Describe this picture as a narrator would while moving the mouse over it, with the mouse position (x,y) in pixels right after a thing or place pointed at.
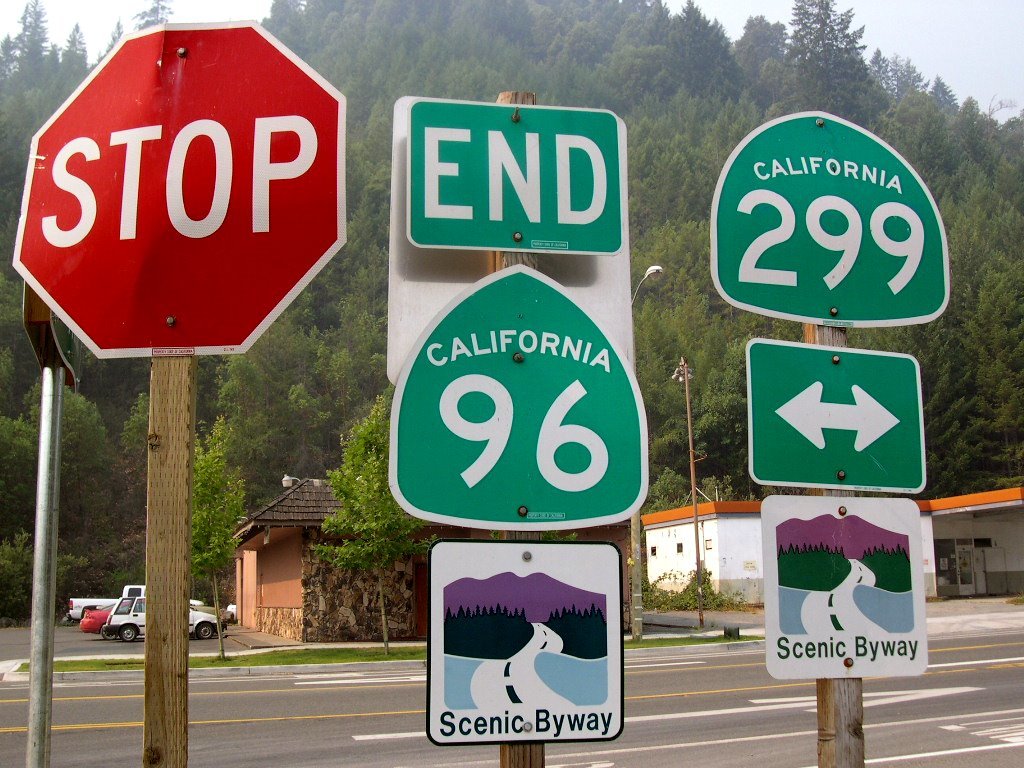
In this image we can see boards (504,441) on the poles (48,619). In the background (27,627) there are vehicles (107,633) on the road (56,636), trees (391,539), poles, buildings (404,631) and clouds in the sky (74,15).
